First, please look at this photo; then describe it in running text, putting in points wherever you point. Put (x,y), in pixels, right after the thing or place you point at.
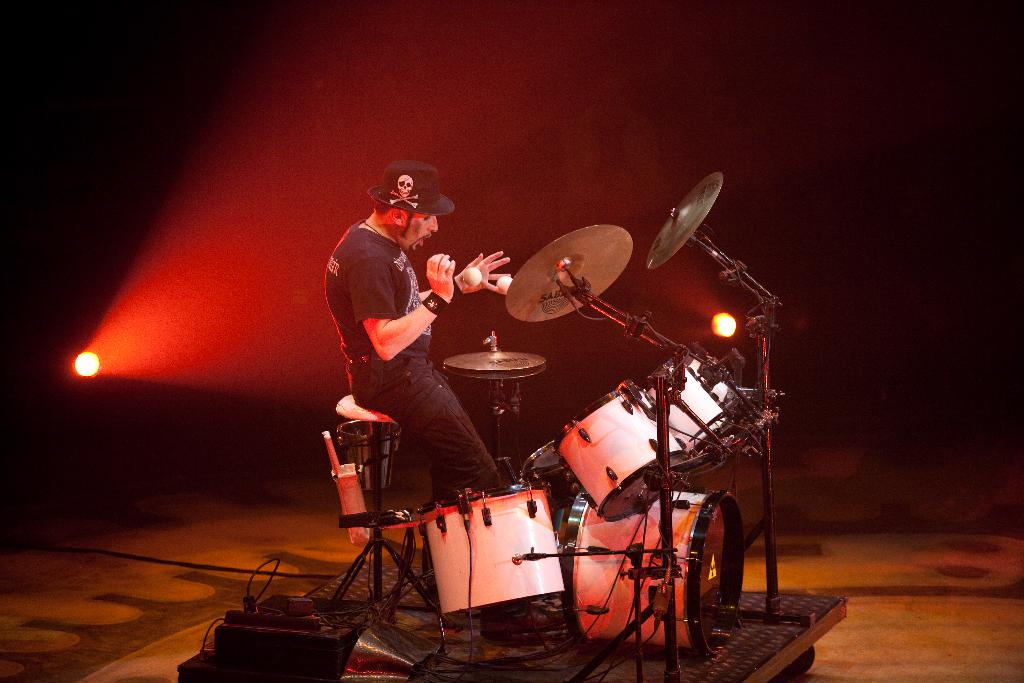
This is the man (396,401) sitting on the stool (388,414). These are the drums (492,570) and a hi-hat instrument (500,383). This looks like a plug-box (245,619) with the cables (259,612) attached to it. I can see a light (103,348), which is red in color.
